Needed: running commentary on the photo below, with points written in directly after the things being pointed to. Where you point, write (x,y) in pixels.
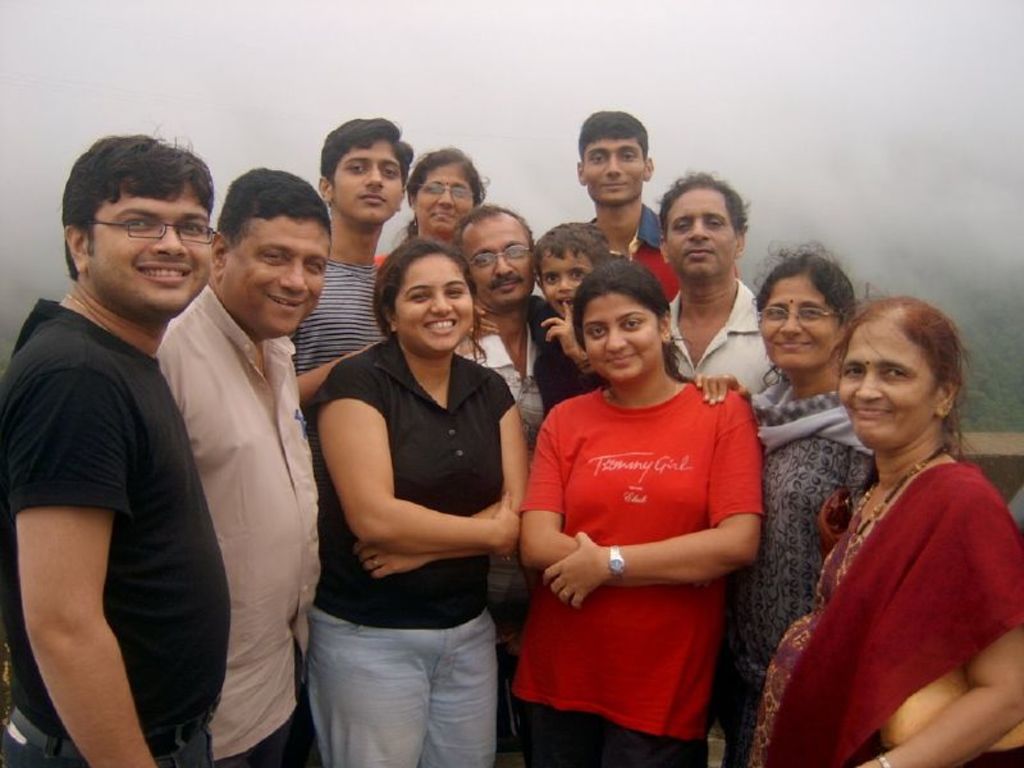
In this image, there are a few people (581,524). In the background (443,113), we can see the fog (448,128). We can see some plants (979,352) and an object (1000,485) on the right (1013,504).
